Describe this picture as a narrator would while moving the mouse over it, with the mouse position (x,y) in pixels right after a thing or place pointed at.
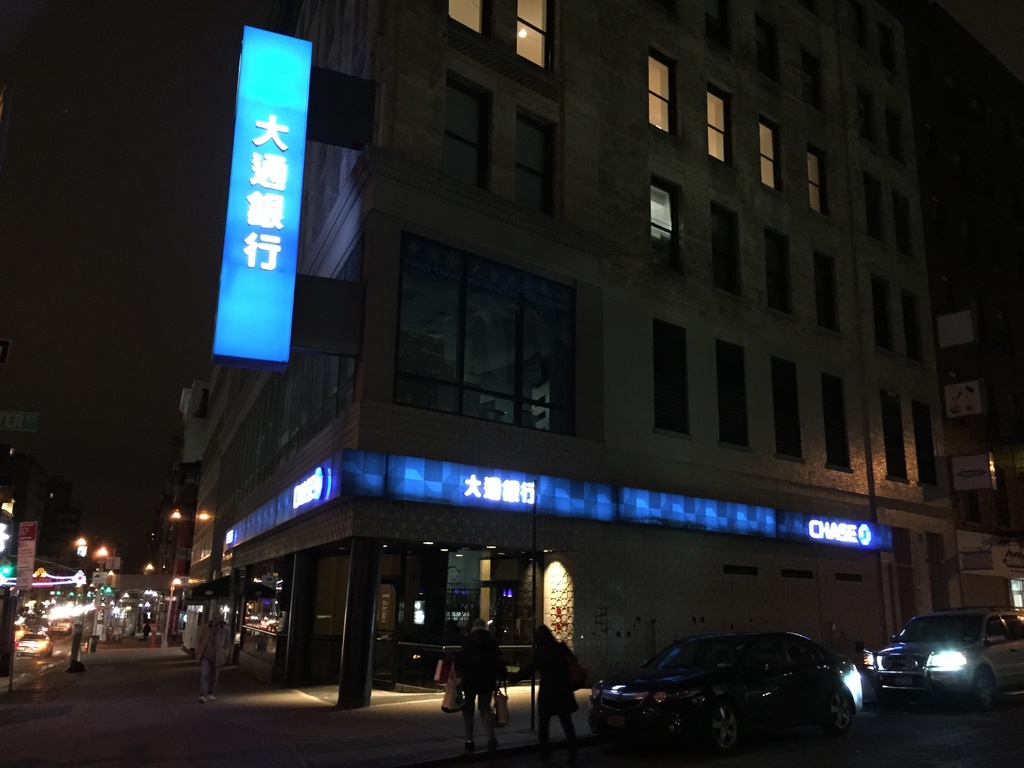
In this picture we can see a building (571,304) and a hoarding (266,180) in the front (331,218), there are some vehicles (639,684) on the road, there are two persons (571,691) walking in the middle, on the left side (54,578) we can see some lights (69,610) and a board (27,553), there is a dark background (196,33).
